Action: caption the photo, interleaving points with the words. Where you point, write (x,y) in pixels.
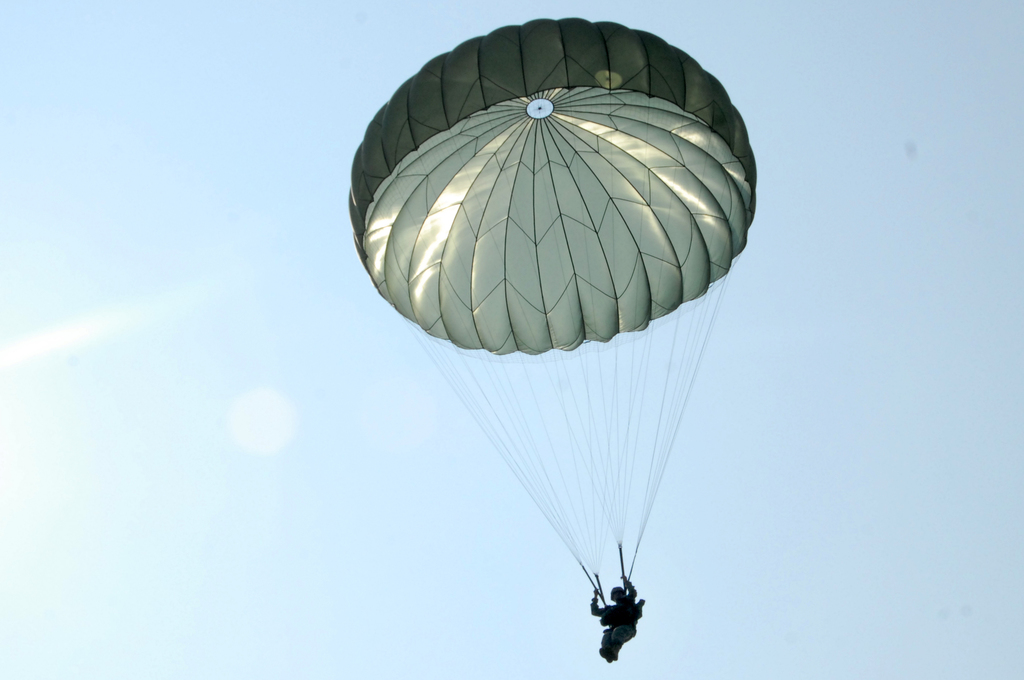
In this image we can see a parachute (594,214), person (602,614) and sky (455,360).
